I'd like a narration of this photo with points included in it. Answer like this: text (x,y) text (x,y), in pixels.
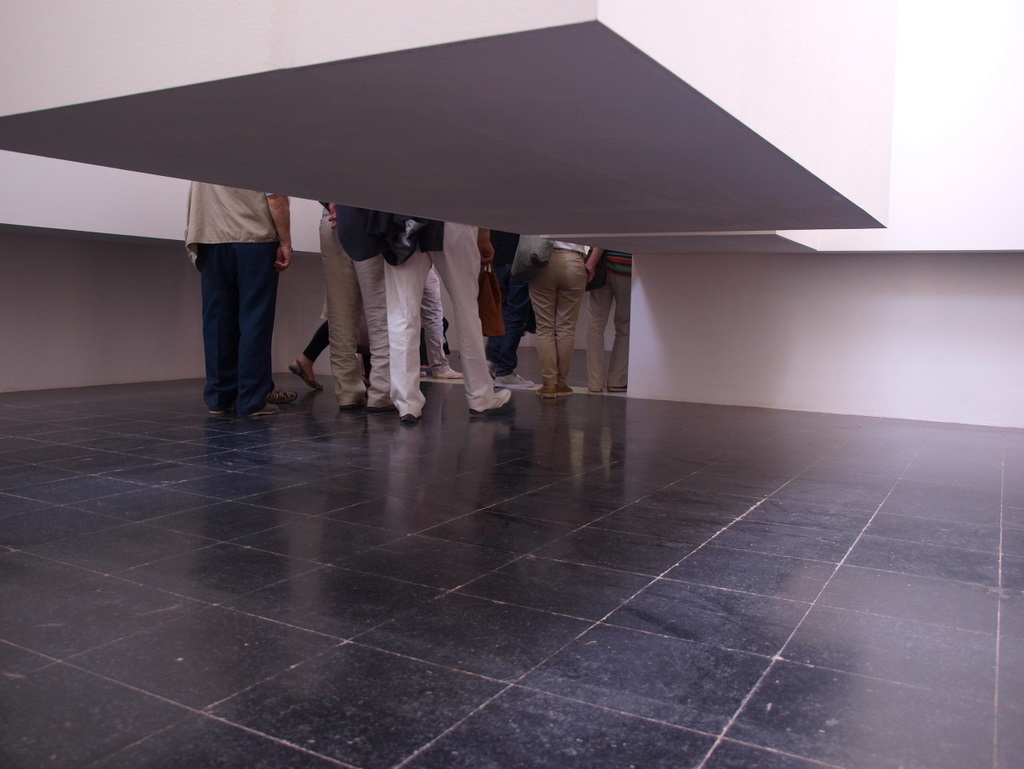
In the middle of this image (350,311), there are legs (391,311) of several people (526,280) behind an object (436,154). On the bottom (606,720), there is the floor (691,690).
